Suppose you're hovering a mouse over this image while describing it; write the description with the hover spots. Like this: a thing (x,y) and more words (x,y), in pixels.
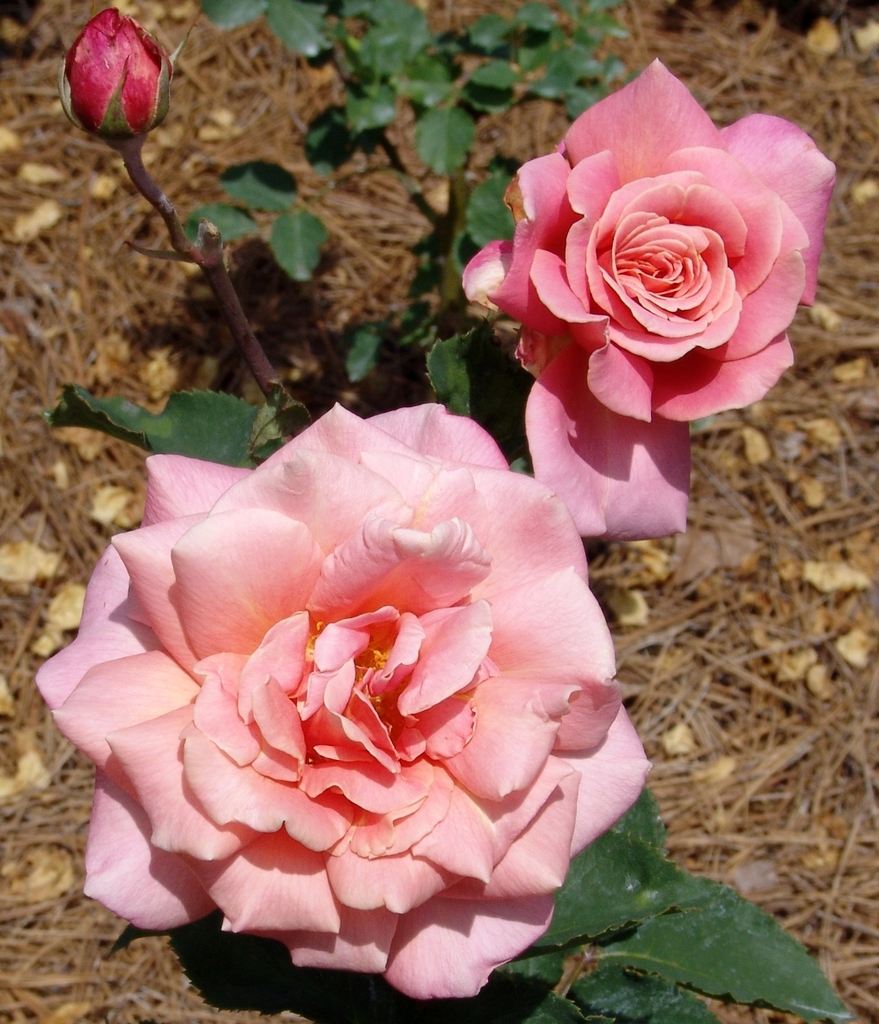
In this picture we can see two rose flowers (523,510) and leaves (682,998) in the front (665,971), at the bottom (818,754) there is some grass (785,558) and leaves (820,425).
